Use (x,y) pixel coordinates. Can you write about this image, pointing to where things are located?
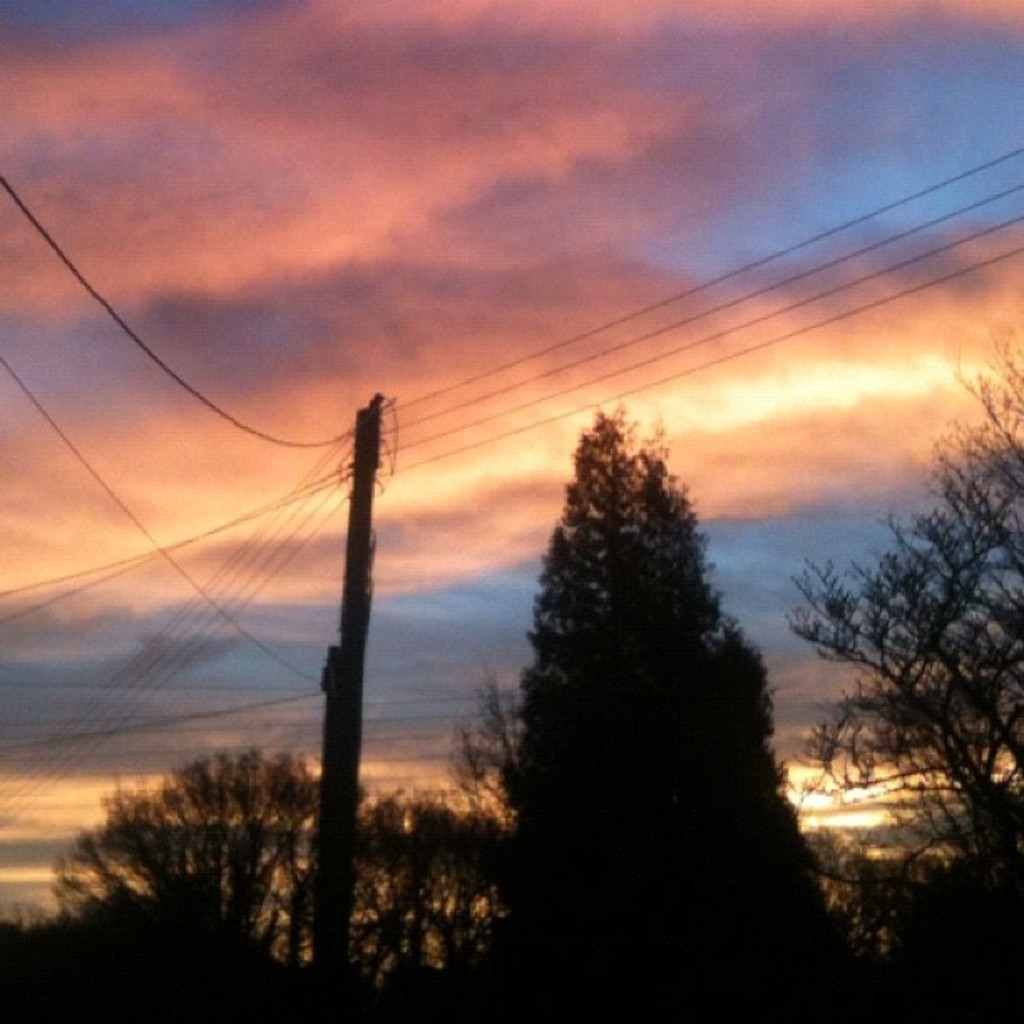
In this picture there are trees (300,946) and there is a pole (349,557) and there are wires (129,736) on the pole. At the top (609,194) there is sky (716,173) and there are clouds (791,643) and there is a sunlight (840,370).
